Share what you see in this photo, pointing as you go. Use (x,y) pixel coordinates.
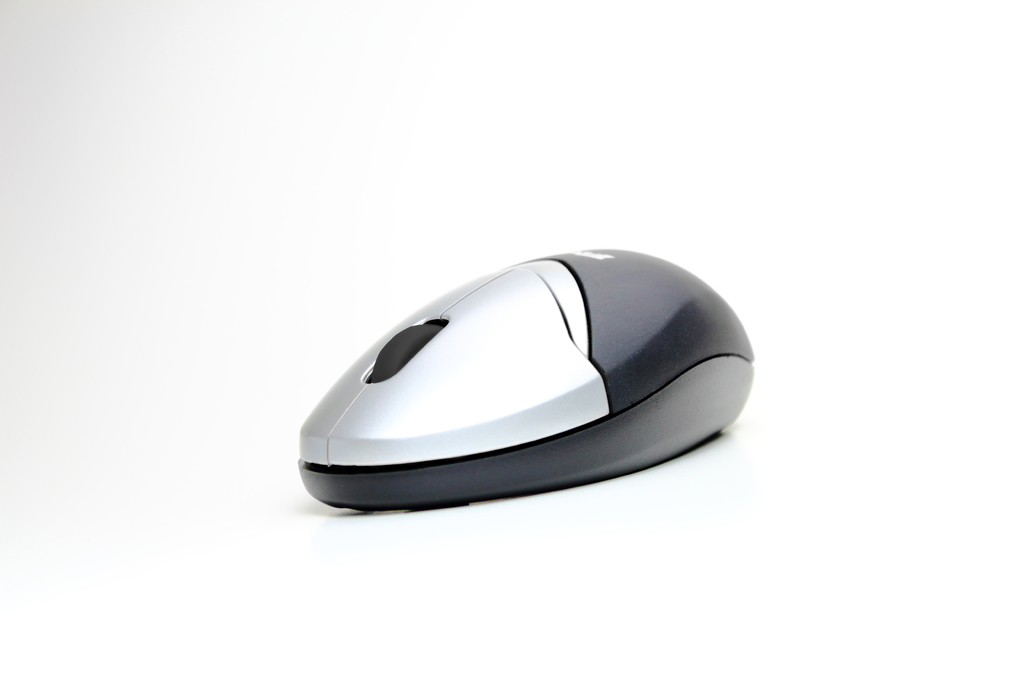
In this image I can see a mouse (299,445) and white color background (345,155). This image is taken may be in a room (179,220).
